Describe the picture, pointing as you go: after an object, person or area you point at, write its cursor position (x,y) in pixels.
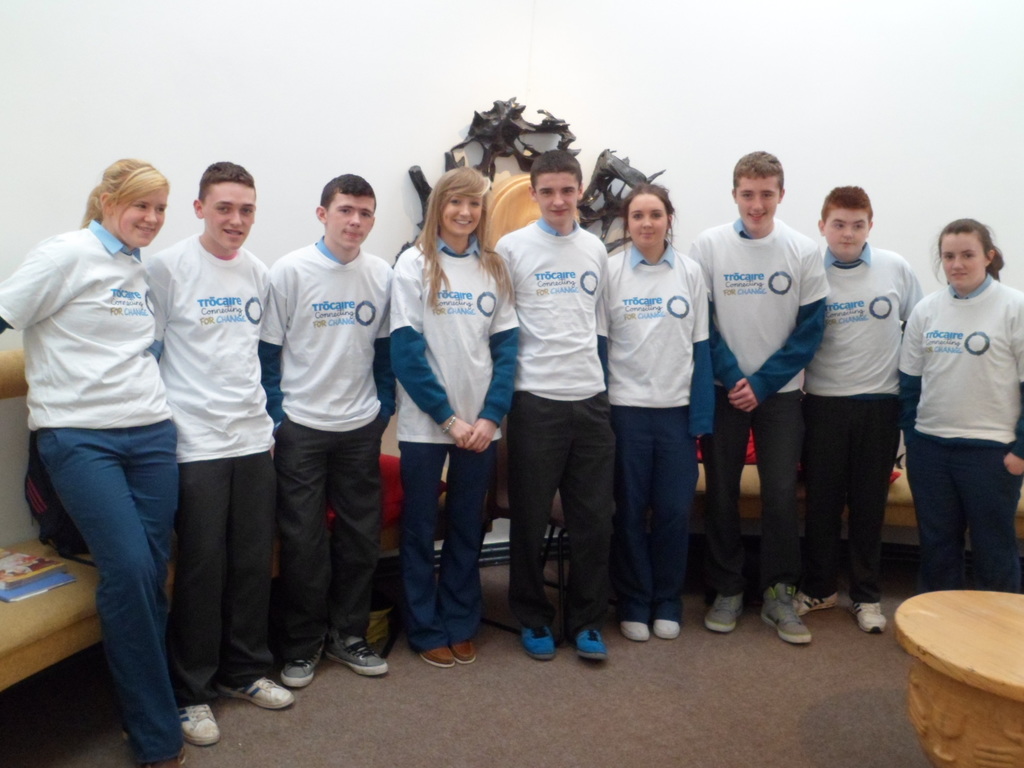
In this image I can see group of people (471,498) standing. In the background (4,217) I can see the couch (908,500) and the wall (647,95) is in white color.
